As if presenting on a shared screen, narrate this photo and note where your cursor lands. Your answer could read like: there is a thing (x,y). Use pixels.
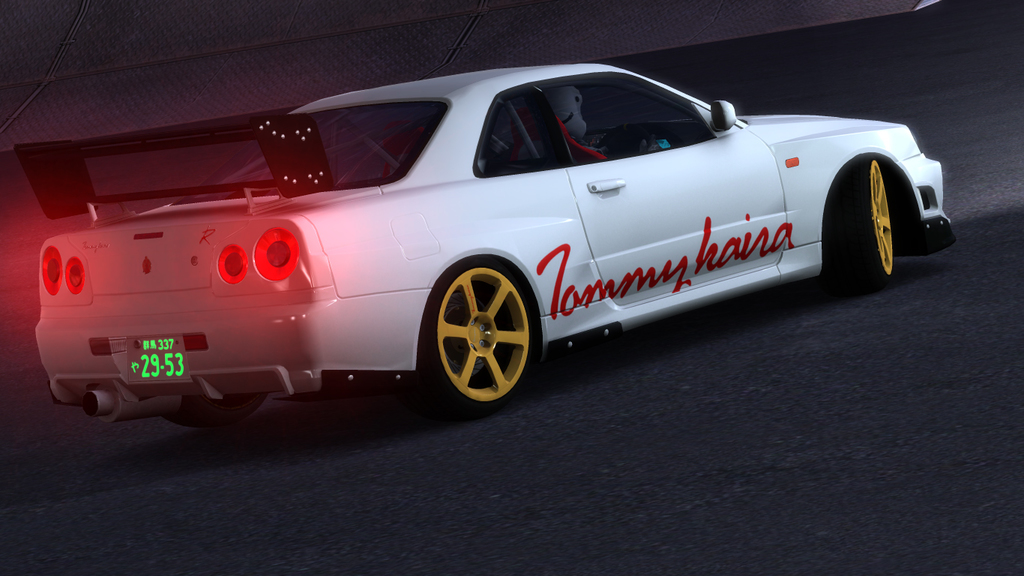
Here in this picture we can see a white colored car (353,284) present on the road (178,451) and we can see a person (566,111) sitting in it with a helmet (571,125) on his head (571,125) and we can also see number plate (182,359) present behind it.
